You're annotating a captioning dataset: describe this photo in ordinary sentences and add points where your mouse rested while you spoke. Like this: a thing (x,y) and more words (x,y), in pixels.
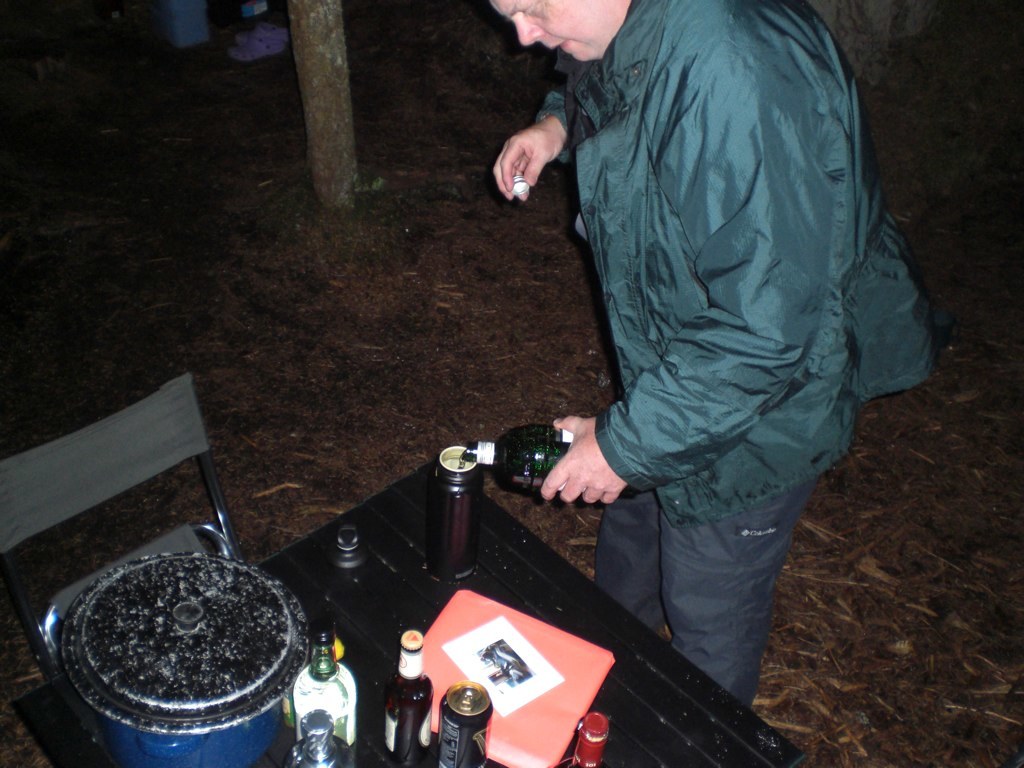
In this picture there is a man (782,126) who is wearing jacket (726,502), pants (693,541) and holding a bottle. On the table (472,583) I can see the wine bottles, can (466,743), cover (530,765), water bottle (438,507) and other object (235,635). Beside the table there is a chair (161,543). In the top left (299,1) I can see the trees wood (340,143).
